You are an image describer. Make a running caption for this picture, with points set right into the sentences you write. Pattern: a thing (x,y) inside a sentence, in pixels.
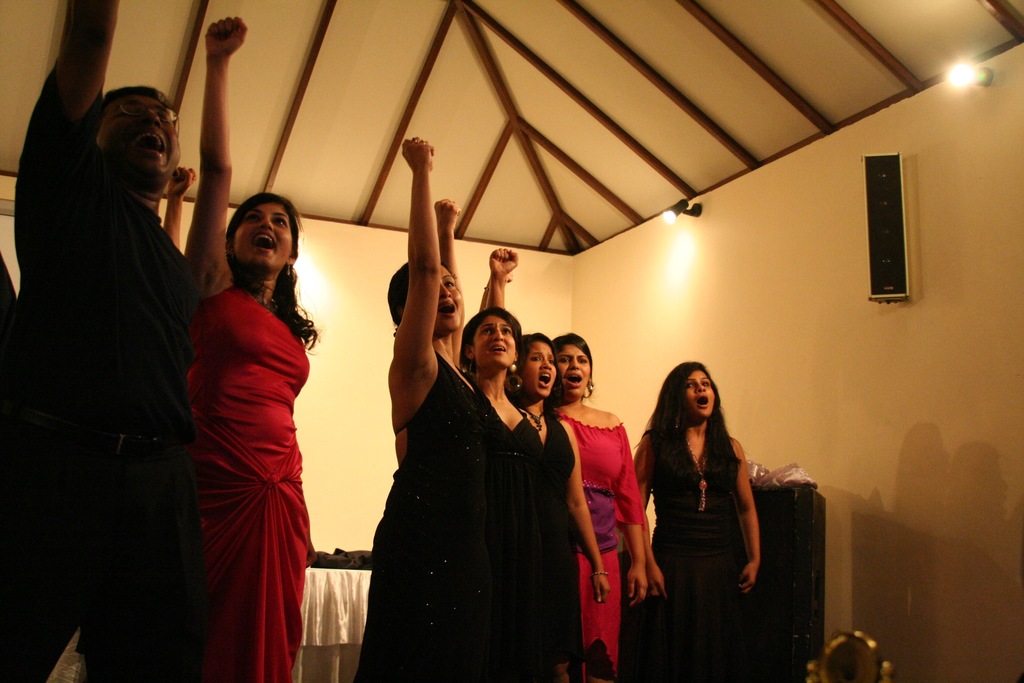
In this image I can see group of people (416,456) are standing among them some are raising their hands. In the background (673,225) I can see lights (682,215) and an object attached to the wall (586,325). I can also see some objects (354,617) on the floor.
